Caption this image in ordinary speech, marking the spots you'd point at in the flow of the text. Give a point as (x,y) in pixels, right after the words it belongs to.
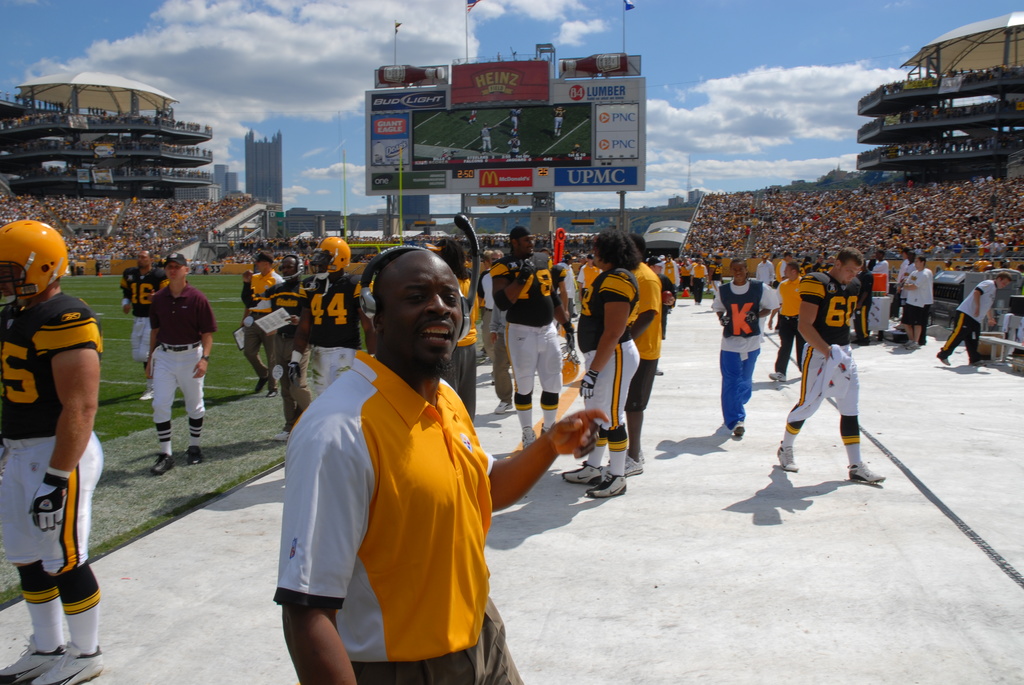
In the ground (233,679) there are group of players (516,317) walking around and there is a fencing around the ground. Behind the fencing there is crowd (954,207) watching the match and in between the crowd (949,188) there is a big led screen (495,123) and around the screen (583,156) there are banners (437,172) of the sponsors. In the background (661,50) there is a sky (689,47) and clouds (296,52).
